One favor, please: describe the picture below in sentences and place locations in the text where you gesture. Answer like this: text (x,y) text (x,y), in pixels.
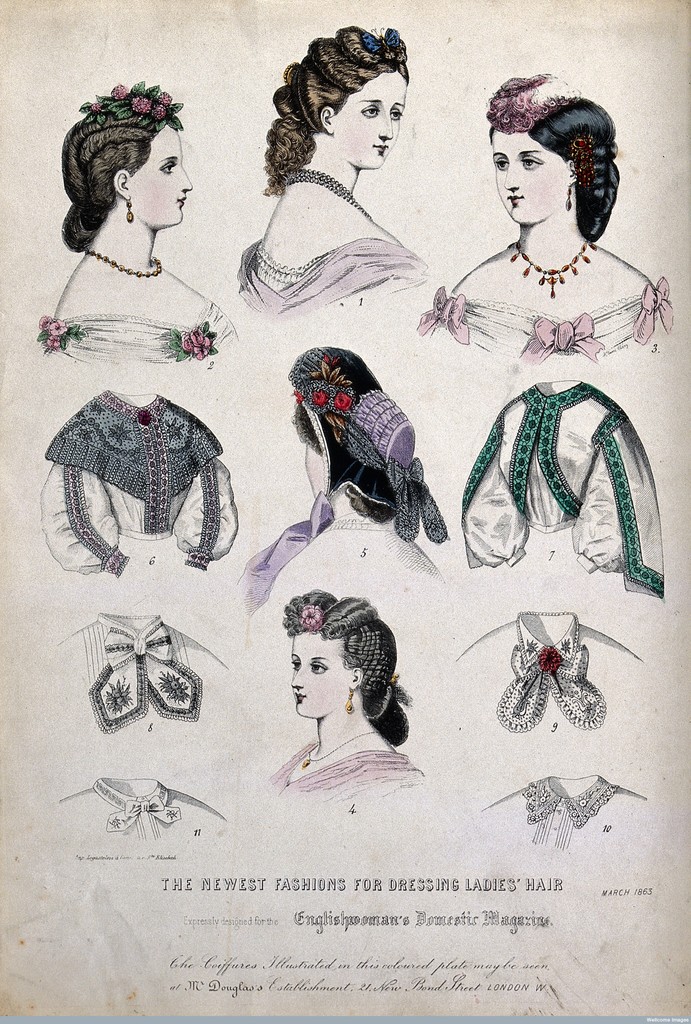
In this image, we can see a sketch (315,419) of some people (375,437) and clothes (423,558) on the paper (310,787) and there is some text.
